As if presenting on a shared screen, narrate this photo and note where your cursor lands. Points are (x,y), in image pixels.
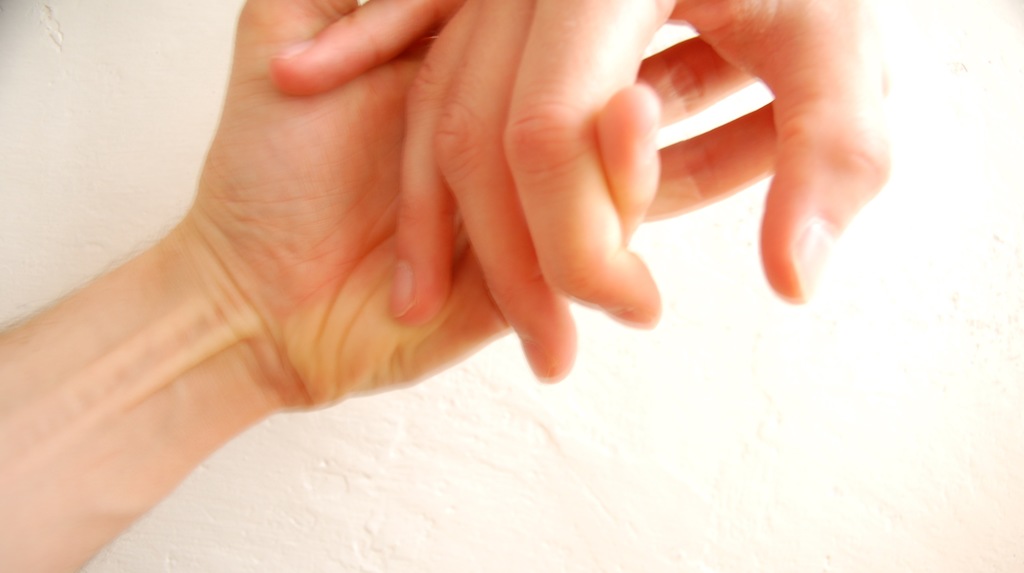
In this picture there are two persons (417,189) holding hands (417,189) of each other.
